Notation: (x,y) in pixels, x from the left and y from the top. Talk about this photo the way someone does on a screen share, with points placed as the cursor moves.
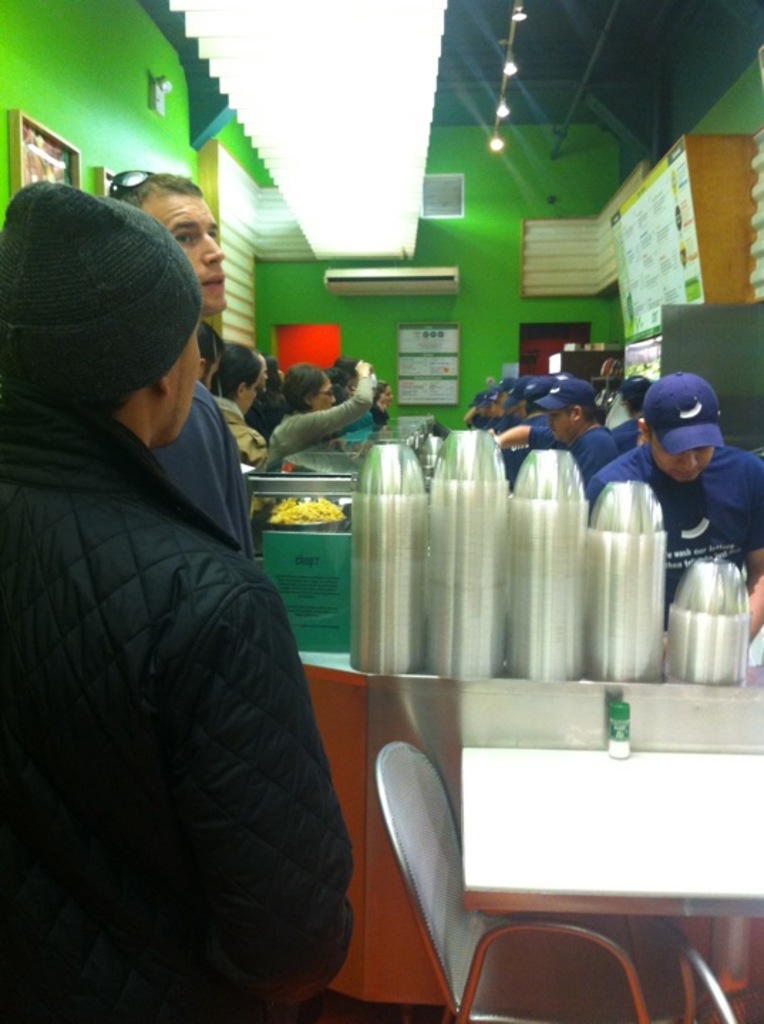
In this picture we can see some persons (57,907). This is table (618,795). On the table (718,892) there are cups (433,527). Here we can see a chair (434,855). On the background (492,317) there is a wall (492,317) and this is light (375,242).
